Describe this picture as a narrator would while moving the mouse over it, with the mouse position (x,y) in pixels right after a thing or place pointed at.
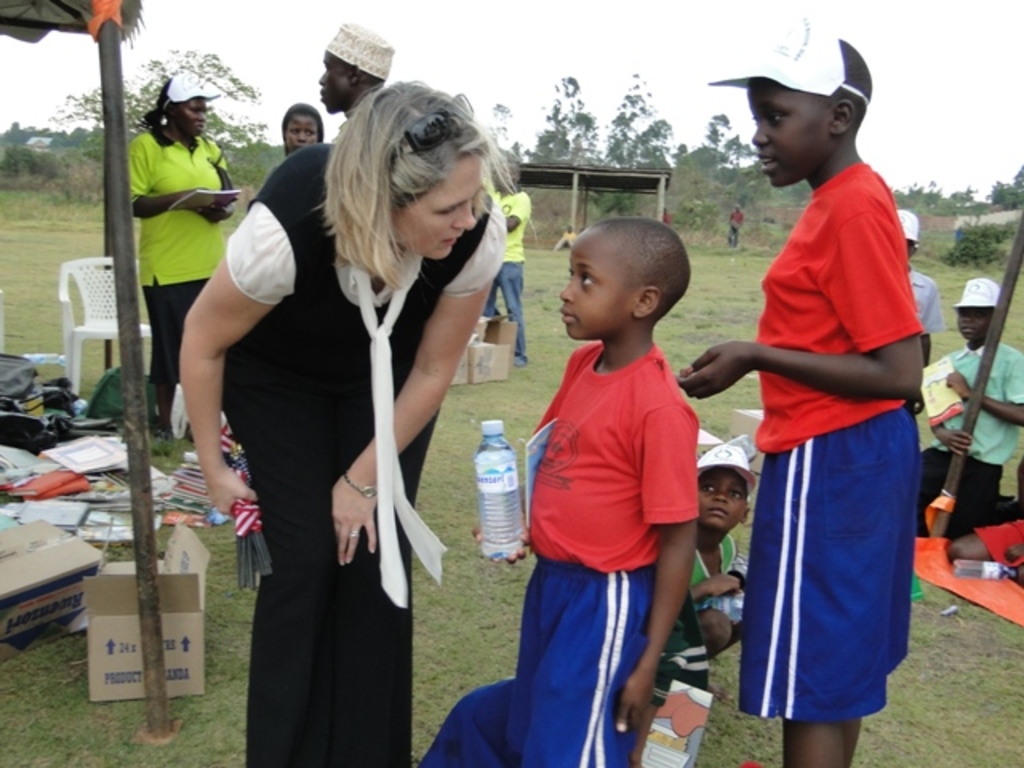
In this image I can see group of people (814,563). There are cardboard boxes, poles (141,534), water bottles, pillars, books (111,465) and trees (941,195). Also there is grass (710,281), shed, a chair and in the background (735,62) there is sky (914,84).
